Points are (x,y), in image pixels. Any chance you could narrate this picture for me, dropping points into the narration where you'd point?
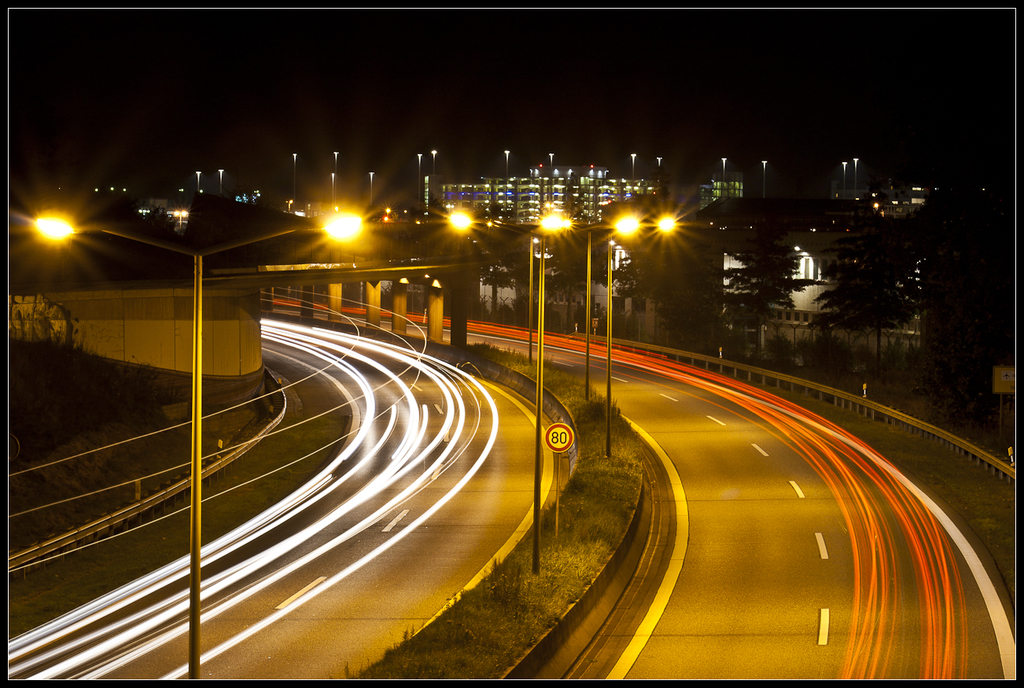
This is an image clicked in the dark. At the bottom (494,545) there are two roads (635,575). In the middle of these roads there are many light poles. On the right (868,420) and left side of the image (145,497) I can see the railings (163,498). On the left side (258,281) there is a bridge (379,298). In the background (480,240) there are many buildings (755,234) and trees (944,237).
